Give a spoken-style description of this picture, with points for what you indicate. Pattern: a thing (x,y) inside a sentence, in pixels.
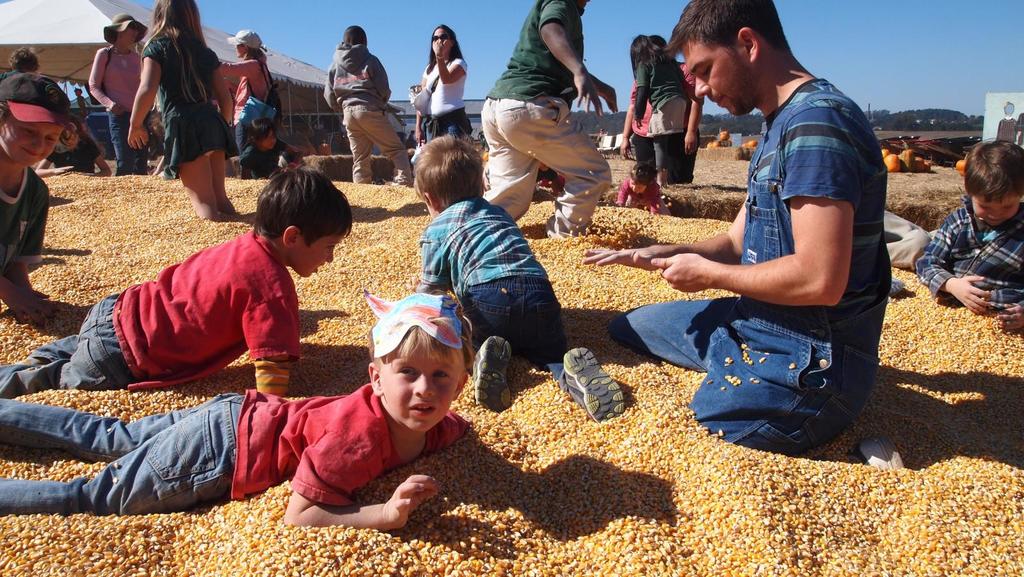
In the image there are few kids (215,335) standing and laying on the floor (635,448) covered with corn seeds (657,367) all over it and in the back (459,126) there are few women (424,126) standing on it, over the background (923,165) there are pumpkins (910,163) on the land (938,173) and a tent (51,12) on the left side (27,34) and above its sky (889,40).
